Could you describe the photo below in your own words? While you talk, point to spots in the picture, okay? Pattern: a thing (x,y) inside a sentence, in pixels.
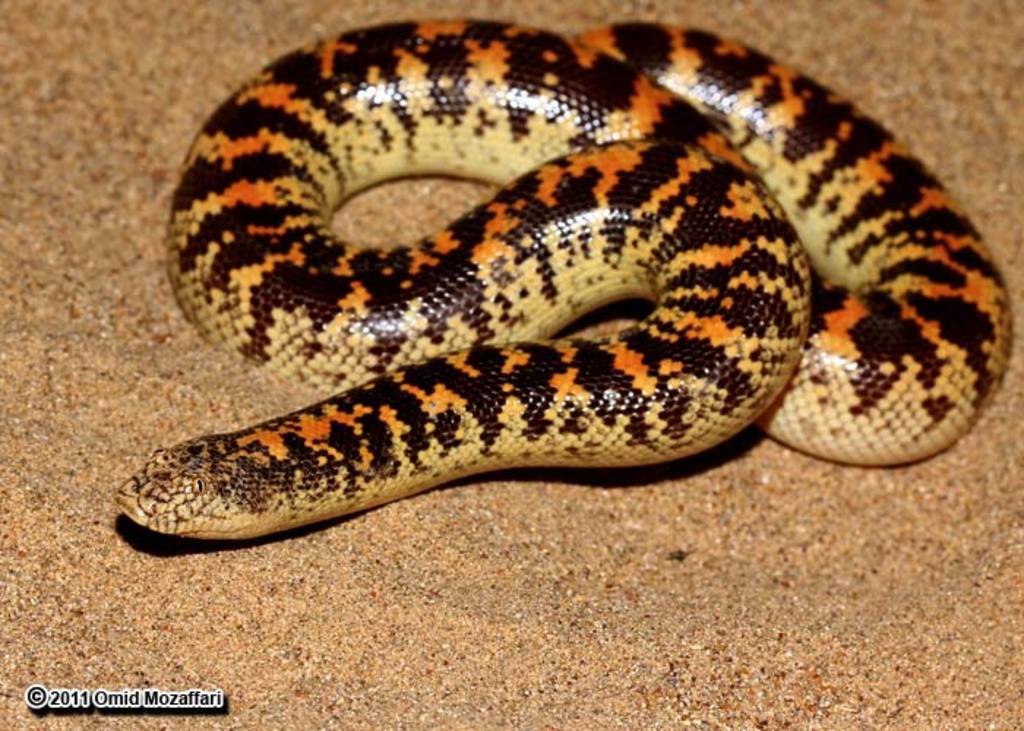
This picture contains snake (290,433) and this snake (381,312) is in black, orange and yellow color. In the background (213,49), it is blurred.
